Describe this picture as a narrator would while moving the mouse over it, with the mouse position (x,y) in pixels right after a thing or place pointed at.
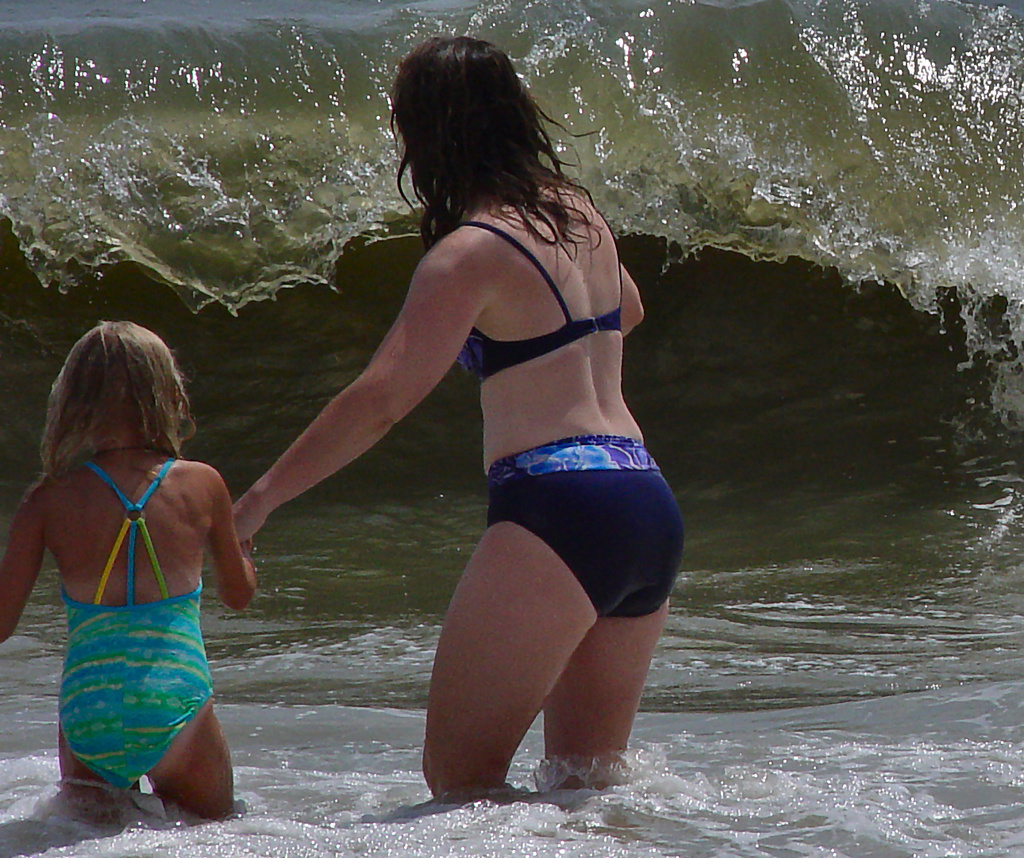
In this image I can see in the middle (564,566) a woman (574,614) is going into the sea (309,561) by holding the girl (181,495) with her hand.
